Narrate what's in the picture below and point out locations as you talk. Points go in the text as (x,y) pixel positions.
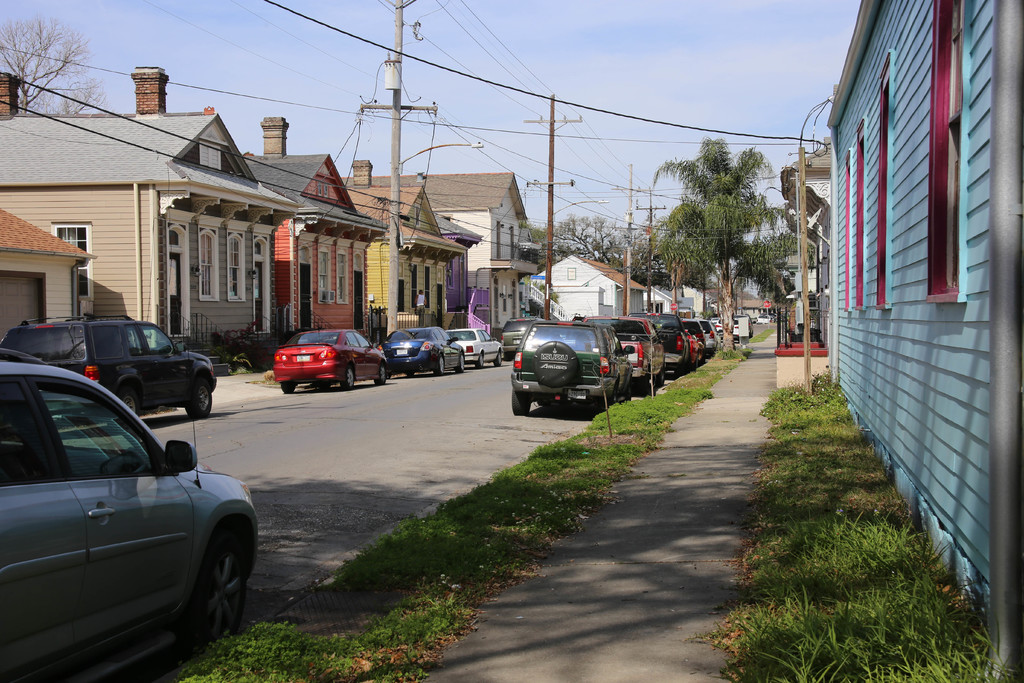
As we can see in the image there are cars (534,369), grass (821,606), current poles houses (509,236), trees (594,242) and sky (571,67).
